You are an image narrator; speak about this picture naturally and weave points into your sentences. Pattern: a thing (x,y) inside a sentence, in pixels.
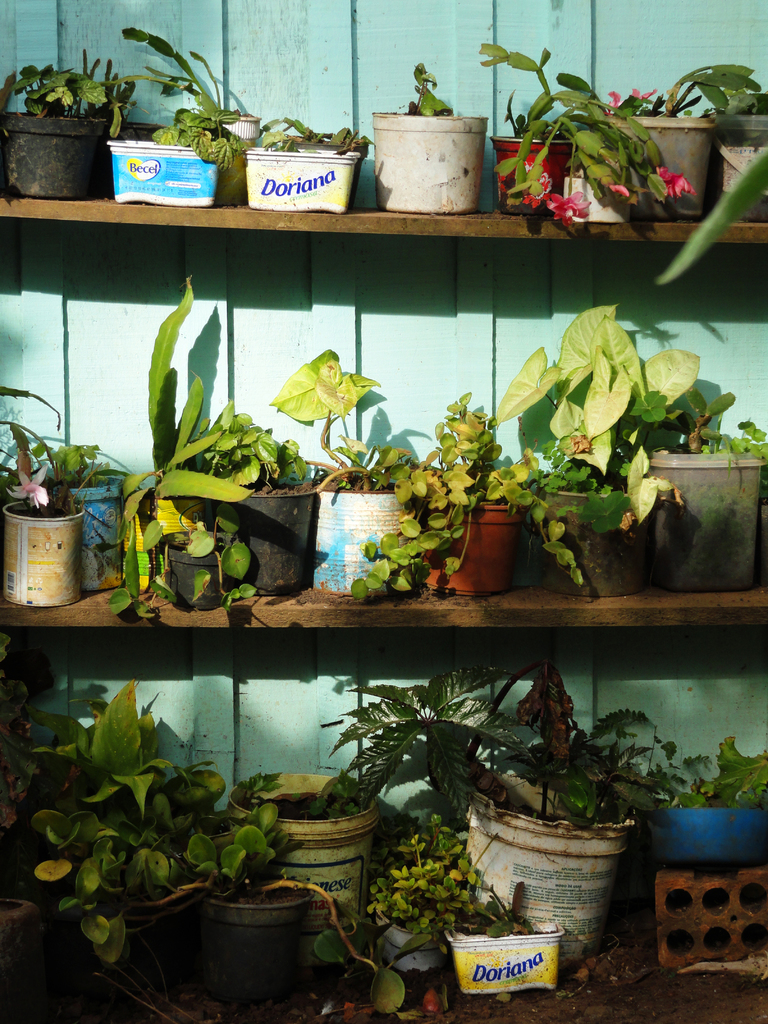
In this image, we can see shelves (672,605), there are some flower pots (344,534) kept on the shelves (2,607), we can see the wall (92,21).
